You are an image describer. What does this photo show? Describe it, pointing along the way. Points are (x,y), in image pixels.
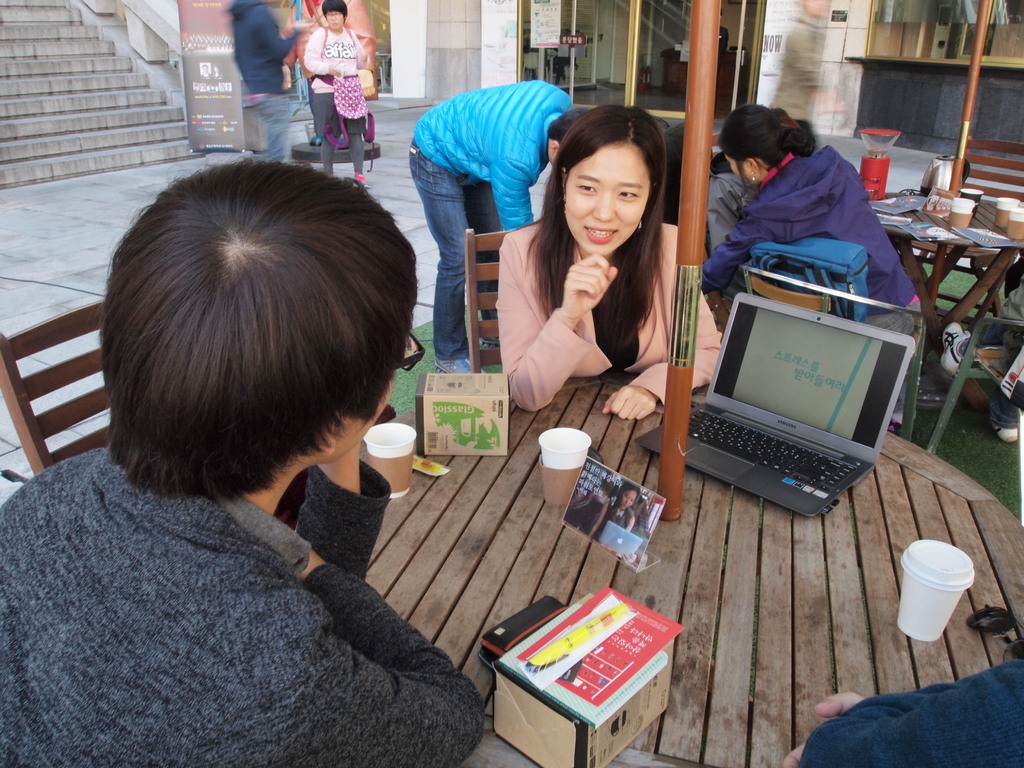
In this picture two of them (248,434) are sitting on the table (522,472) with food items (570,462) and laptop (838,427) on top of it. In the background (764,162) we also observed a person (736,165) sitting on the table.
